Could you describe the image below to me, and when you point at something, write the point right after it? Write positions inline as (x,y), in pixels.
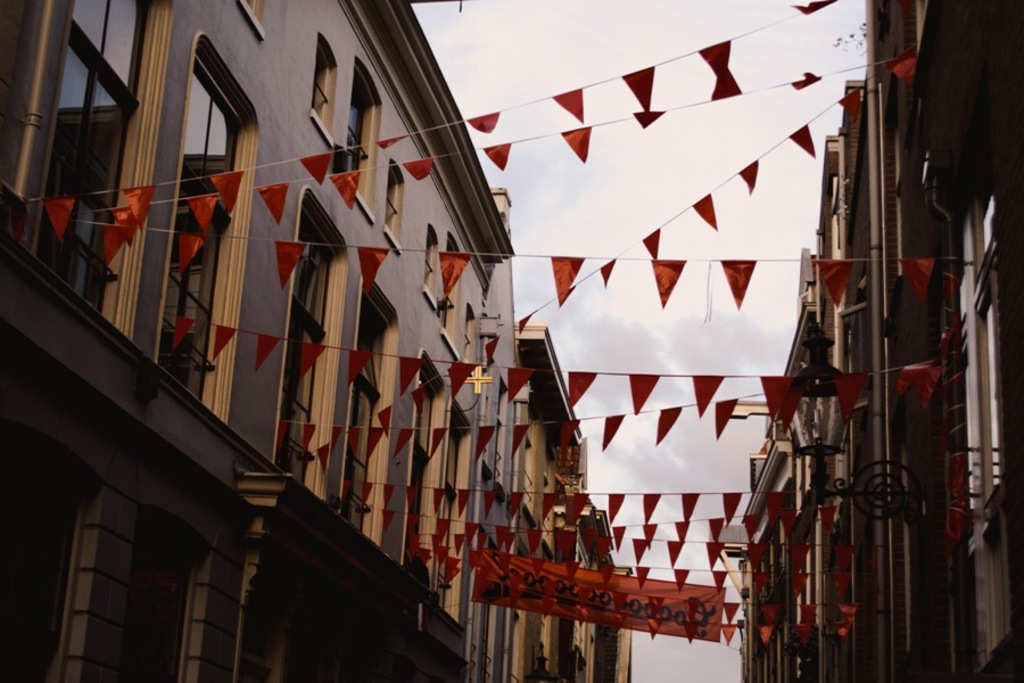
In this image we can see few buildings (408,221), flags (780,395), banner (669,614) and a light (800,419) attached to the building (817,600) and there is a sky (745,391) with clouds (588,224) in the background (648,370).
